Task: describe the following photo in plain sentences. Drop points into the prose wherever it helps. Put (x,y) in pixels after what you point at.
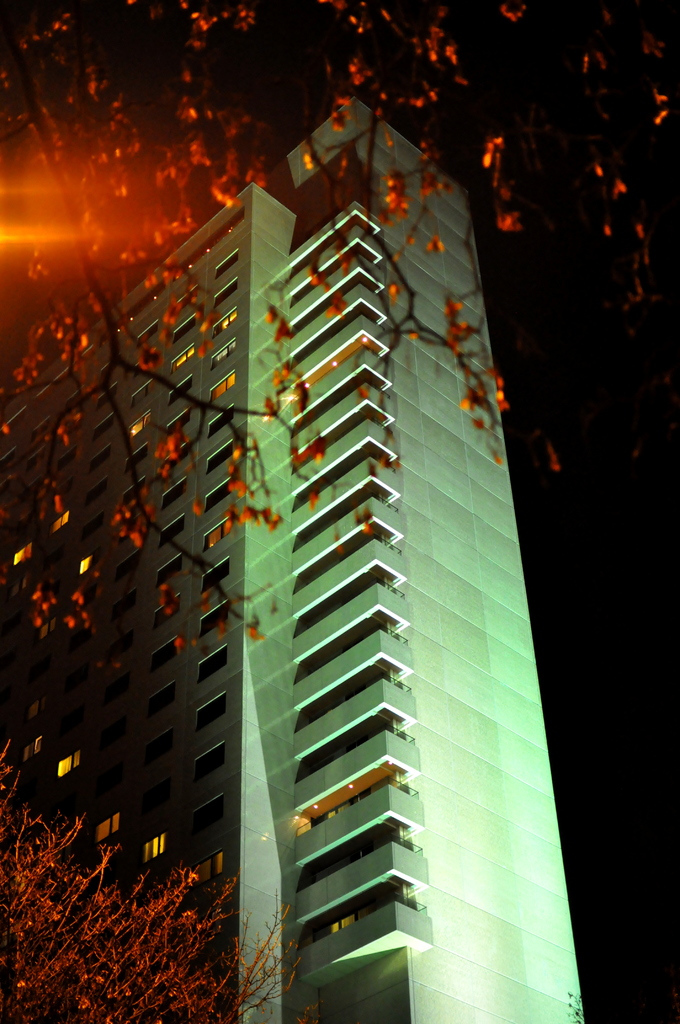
In the center of the image (284,670) there is a building (299,712). In the foreground (70,962) we can see trees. In the background (564,355) there is a sky (576,469).
